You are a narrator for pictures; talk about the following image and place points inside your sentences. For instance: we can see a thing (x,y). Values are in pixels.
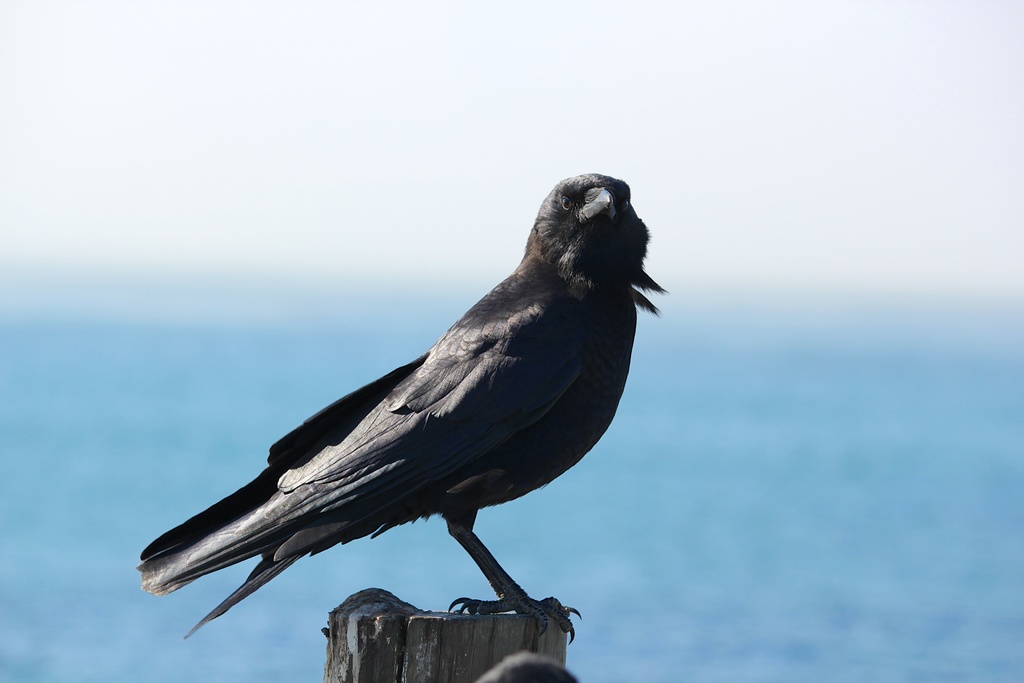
In this image there is a bird (333,448) on the wood (424,639). In the background (672,110) we can see sky (237,154) and water (167,323).
